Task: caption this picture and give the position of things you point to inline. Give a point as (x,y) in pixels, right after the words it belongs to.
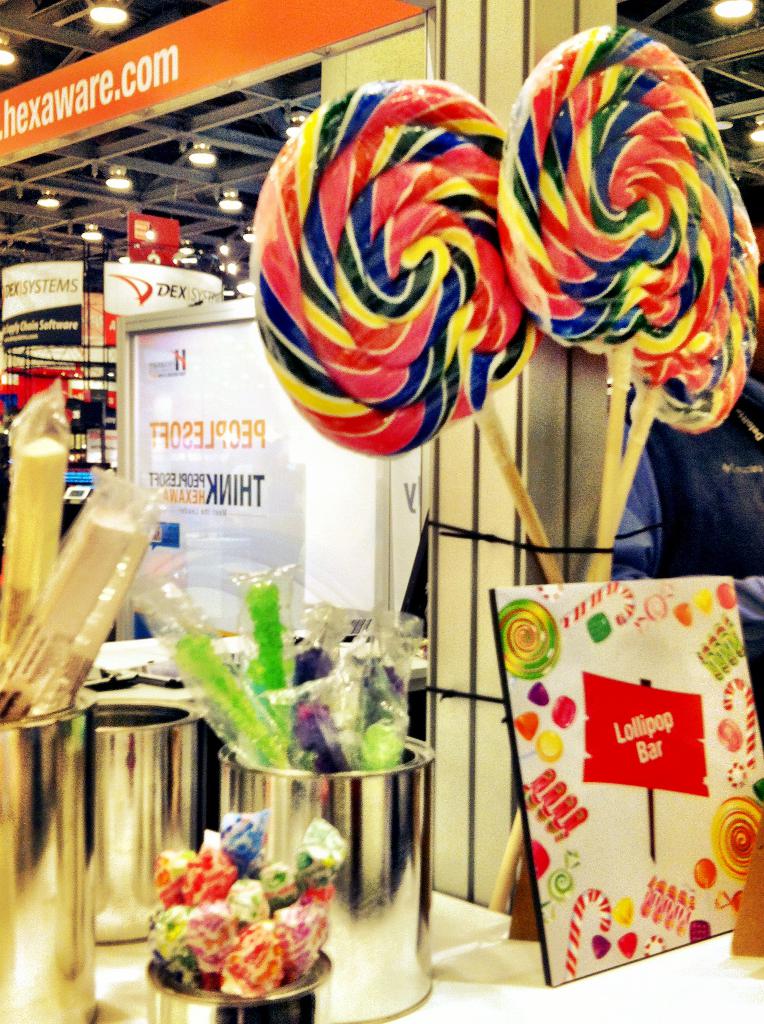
In this picture we can see few candies (326,607), steel jars (298,846), card (548,695) and other things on the table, in the background (335,523) we can find few hoardings (126,262), lights (209,156) and metal rods (131,165).
